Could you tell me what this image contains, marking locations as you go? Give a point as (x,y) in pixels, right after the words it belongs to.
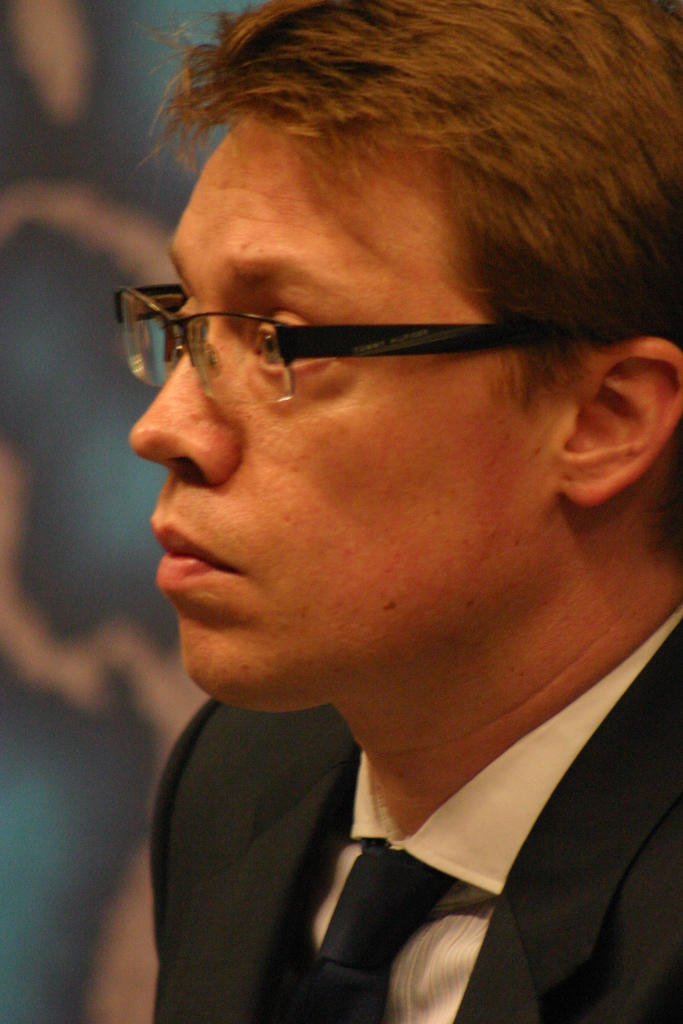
In this image we can see a person (453,739) wearing a black suit (537,911) and a tie (413,911).
